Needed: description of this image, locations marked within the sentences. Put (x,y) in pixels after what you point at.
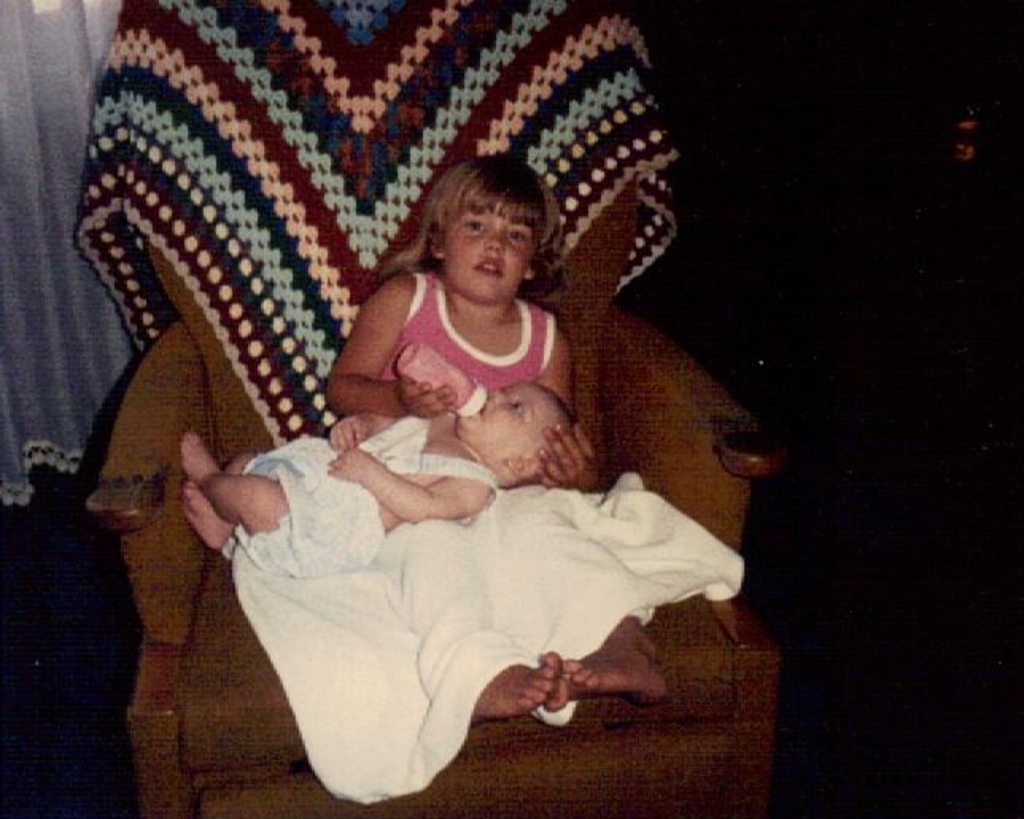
In this image I can see a girl (424,335) wearing pink colored dress (438,330) is sitting on a couch (201,350) which is brown in color. On her lap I can see a baby (420,434) laying wearing white colored dress (387,448). I can see a colorful cloth (356,225) on the couch (186,393), the curtain (63,40) and the black background (935,584).
